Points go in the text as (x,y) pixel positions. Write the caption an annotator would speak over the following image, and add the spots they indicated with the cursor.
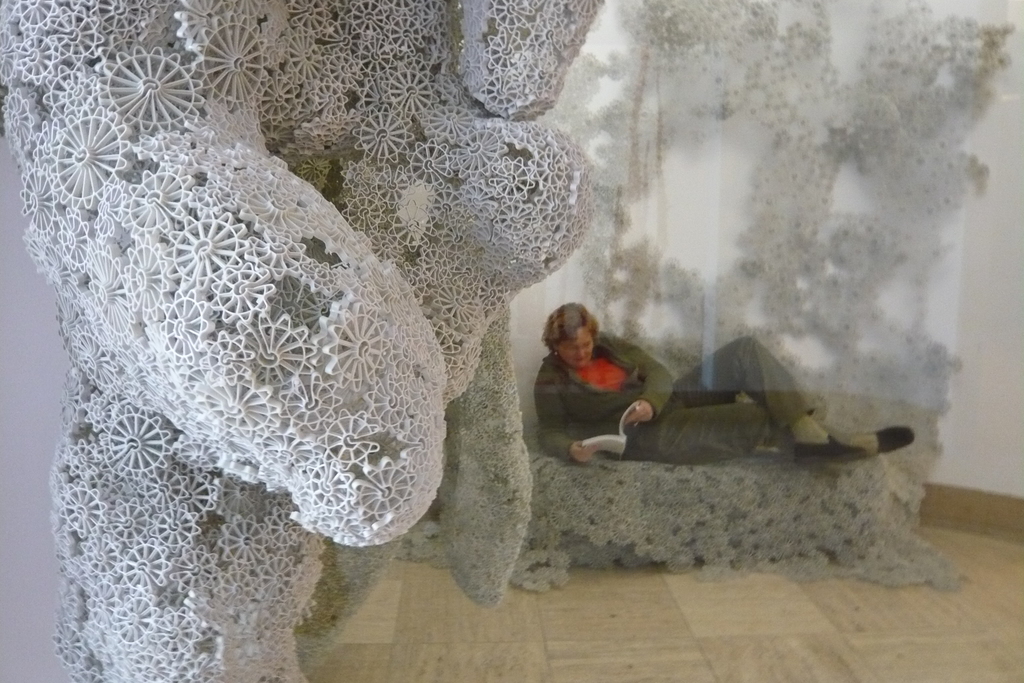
In the image we can see a sculpture (216,666). Behind the sculpture (440,54) a woman (547,317) is lying and holding a book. Behind her there is a wall (667,101).
